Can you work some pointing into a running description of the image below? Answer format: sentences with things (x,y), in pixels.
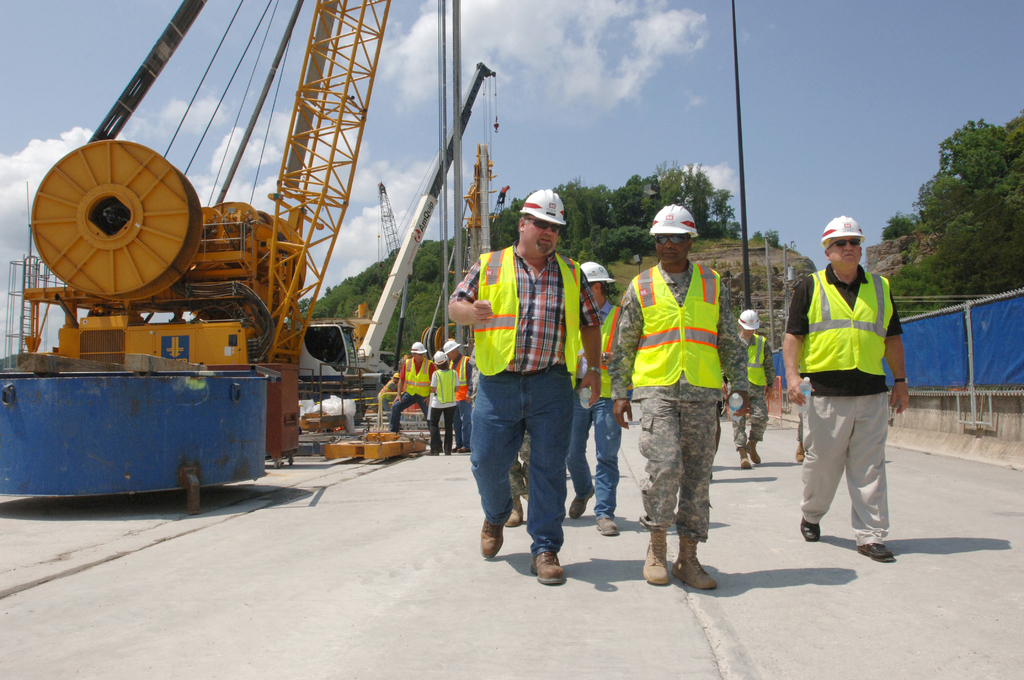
On the right side (868,549), there are persons (498,268) in light green color jackets (504,307), walking on the road (521,534). In the background (465,380), there are persons (438,388), there is an excavator (239,316), a wheel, a fencing (959,342), there are trees (988,220) on the mountains (967,221) and there are clouds (564,50) in the blue sky (432,68).
